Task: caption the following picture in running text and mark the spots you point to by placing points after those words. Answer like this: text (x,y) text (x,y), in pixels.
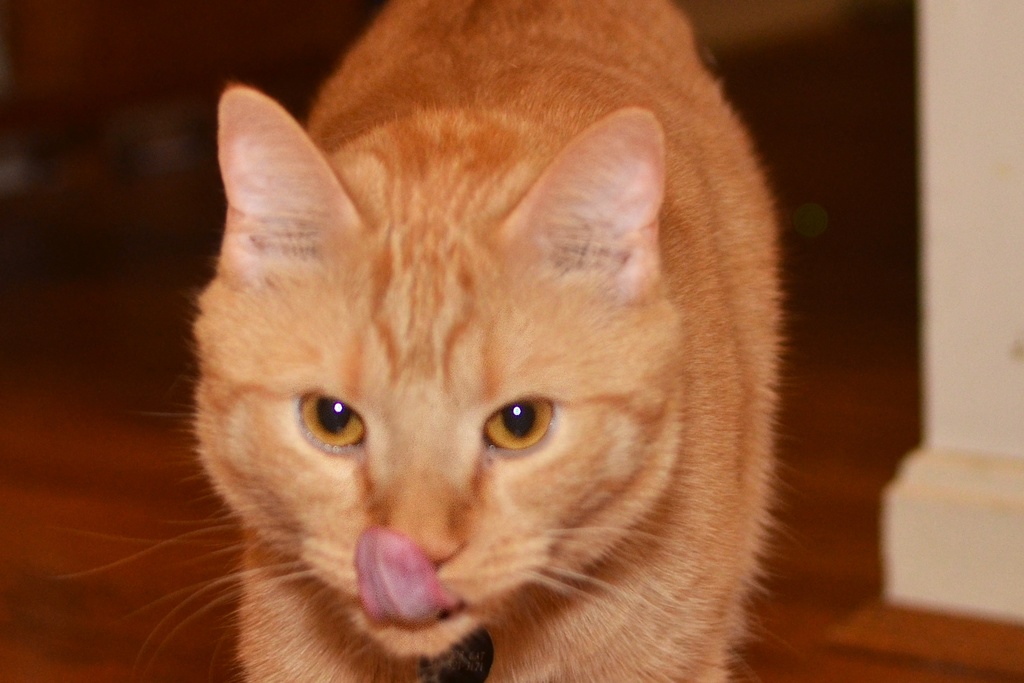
In this picture I can observe cat (371,350) in the middle of the picture (458,313). The cat (476,265) is in brown color. The background (92,145) is completely blurred.
